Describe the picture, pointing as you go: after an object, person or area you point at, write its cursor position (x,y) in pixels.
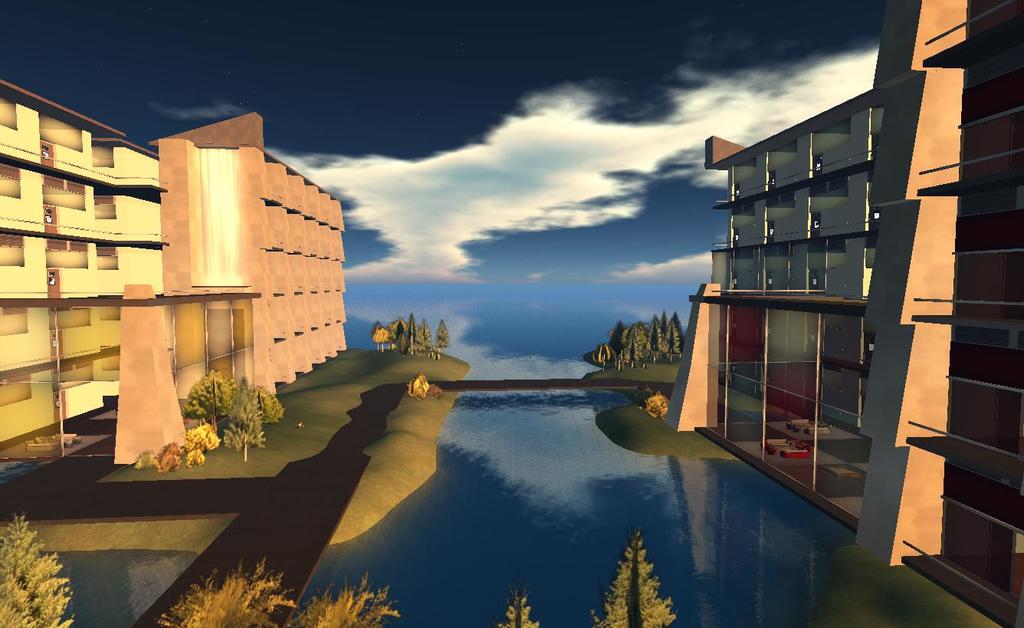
This is an animated image. At the bottom of the picture (144,600), we see trees (620,604) and water (429,535). On either side of the picture, there are trees (198,404) and buildings (190,385). At the top of the picture (392,99), we see the sky (462,125) and the clouds (560,218).
